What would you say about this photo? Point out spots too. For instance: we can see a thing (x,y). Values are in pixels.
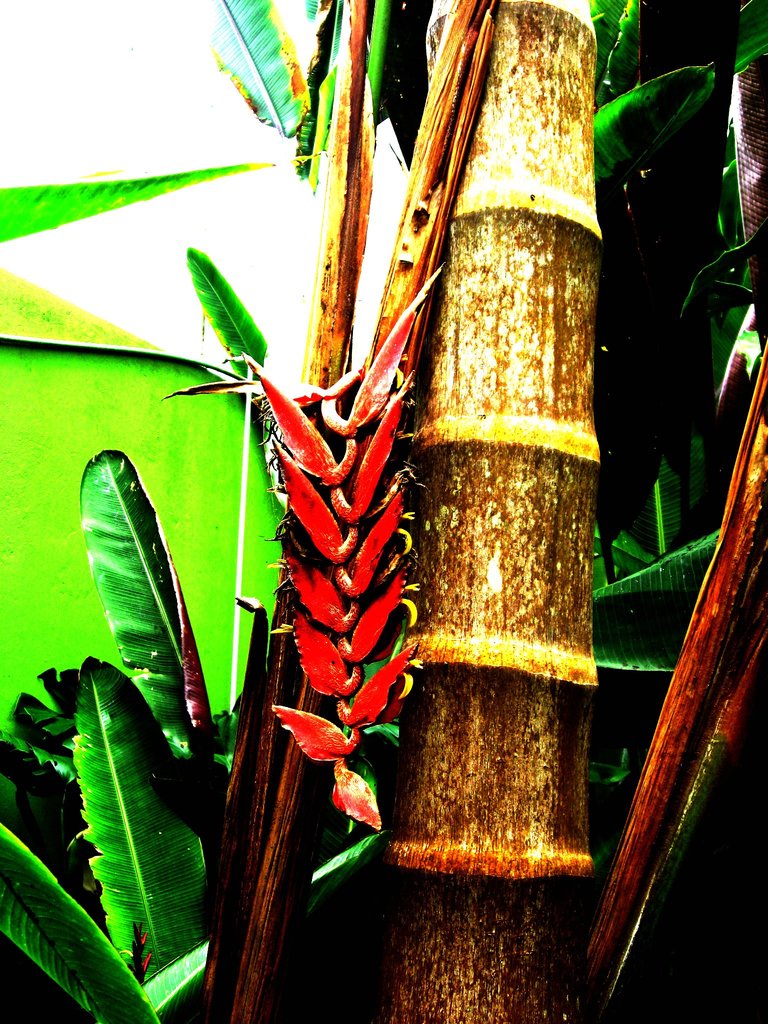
In this image we can see heliconia flowers (367,689), leaves (143,498) and stem (519,336).
